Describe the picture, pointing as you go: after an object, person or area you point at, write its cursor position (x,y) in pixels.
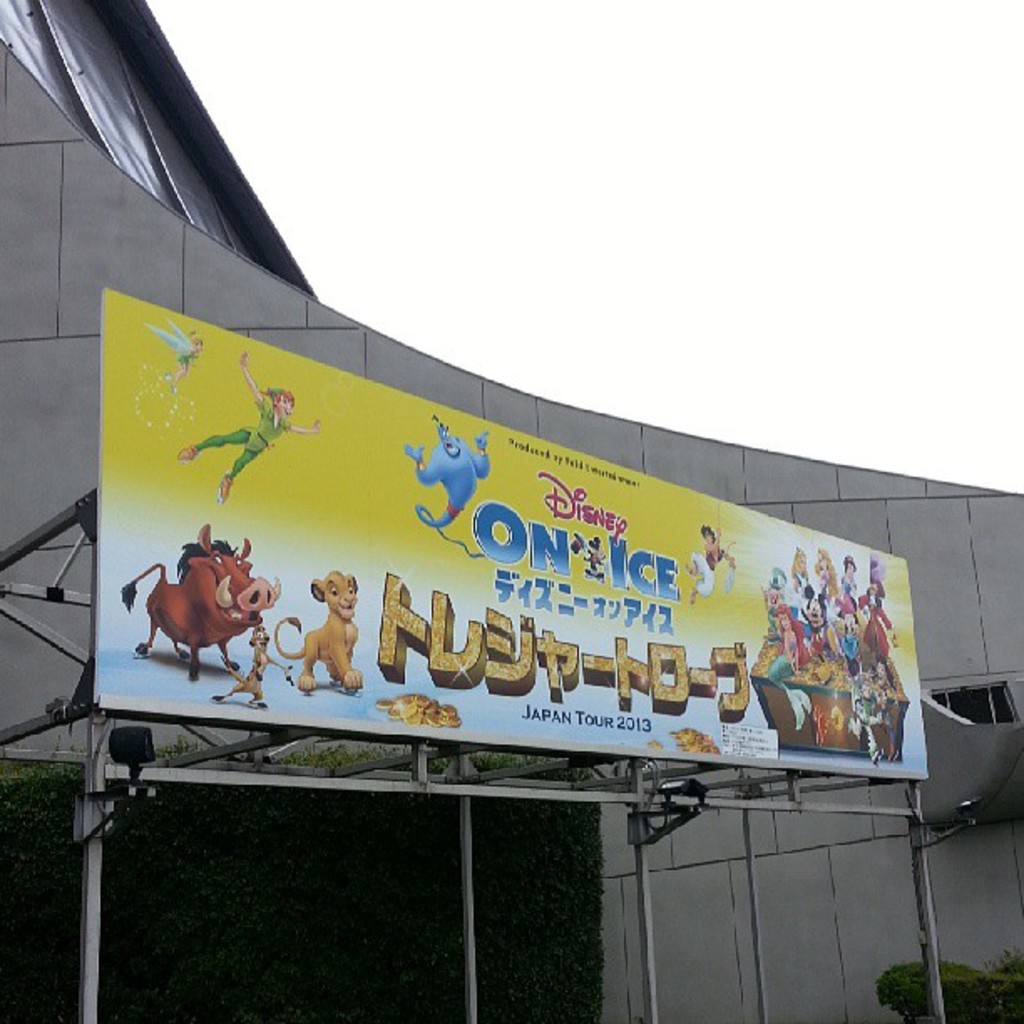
This image consists of a building (987,736). In the front (654,826), there is a hoarding (325,705) on which there is text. At the top (512,190), there is sky (536,188).
